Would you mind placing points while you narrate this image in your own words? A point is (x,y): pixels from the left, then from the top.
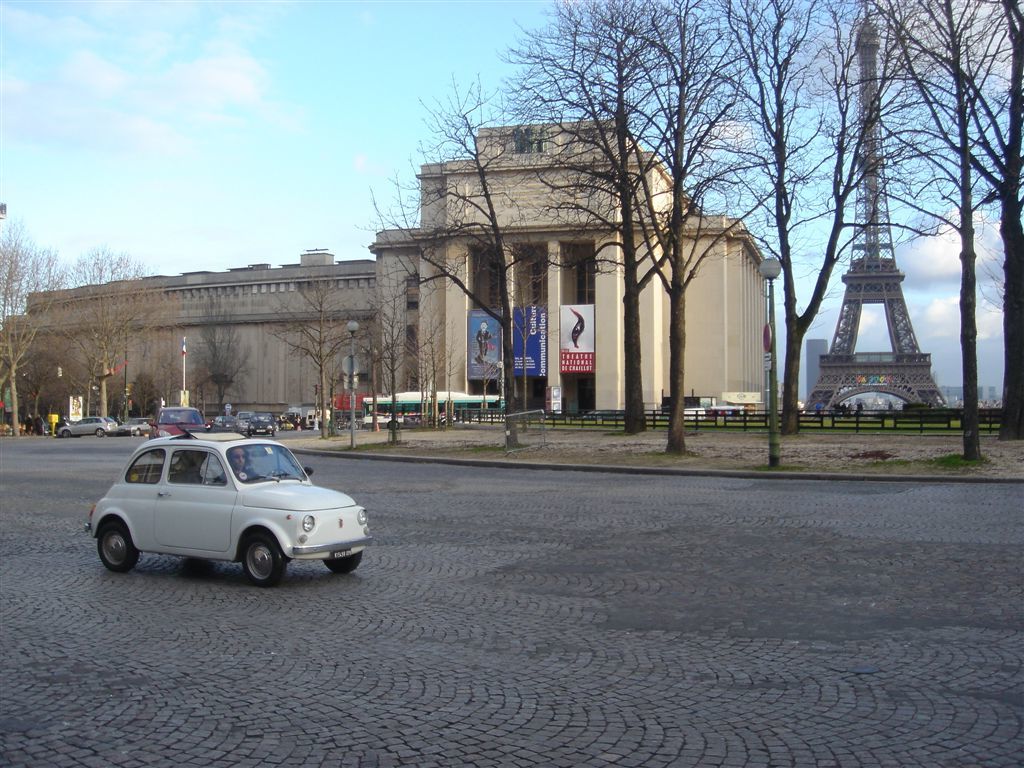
At the bottom of the picture (530,673), we see the road (473,646). We see a white car (255,501) is moving on the road (323,619). On the right side (786,362), we see the trees (966,410), light poles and wooden fence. Behind that, we see an Eiffel tower (906,352). Beside that, we see the building (554,296), poles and the boards (535,334) in white and blue color with some text (545,356) written on it. Beside that, we see a building (242,404). On the left side (98,323), we see the trees (15,363), poles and a white color board (83,409). At the top (340,52), we see the sky (341,128) and the clouds (217,91).
